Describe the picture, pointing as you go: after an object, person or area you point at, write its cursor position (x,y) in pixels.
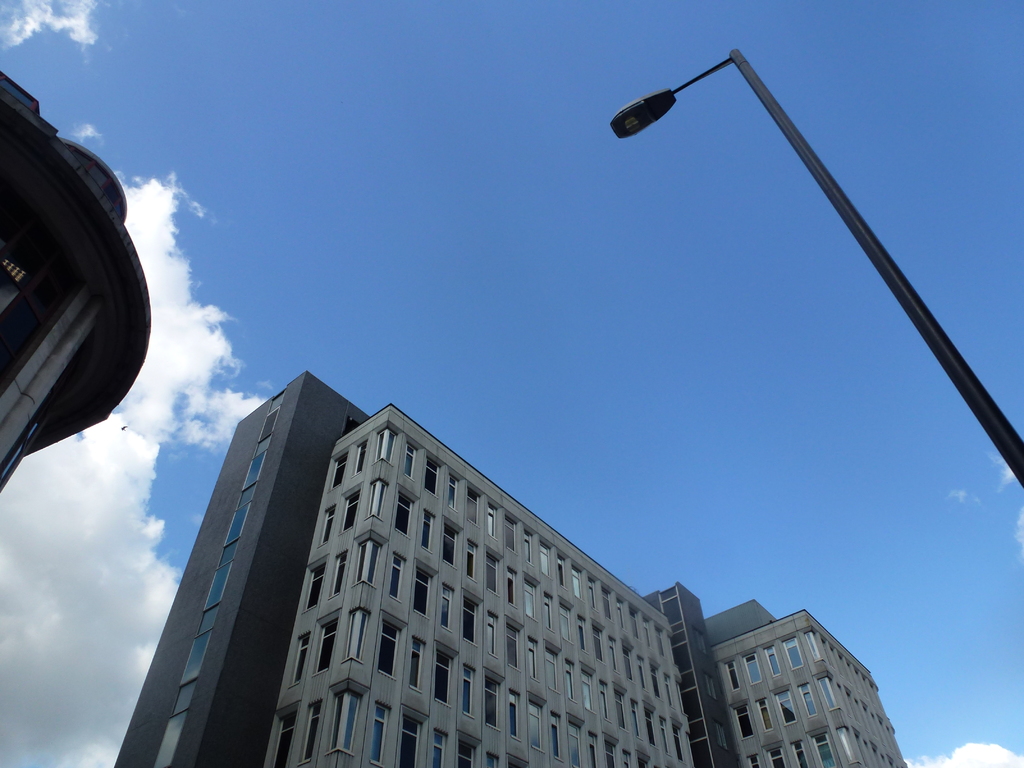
In this image there are buildings (470,616) and there is a pole (634,123) and the sky (163,412) is cloudy.
